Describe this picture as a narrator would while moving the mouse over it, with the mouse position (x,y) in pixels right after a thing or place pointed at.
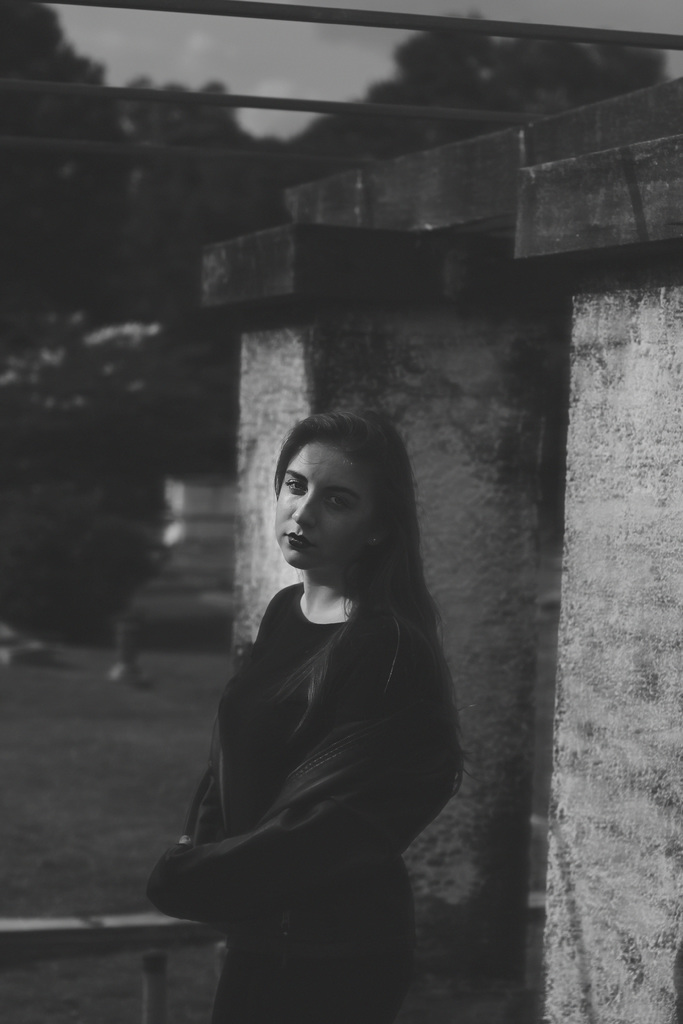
In this image there is a woman (240,864) standing, and in the background (18,246) there are trees (18,246), sky (233,65).
